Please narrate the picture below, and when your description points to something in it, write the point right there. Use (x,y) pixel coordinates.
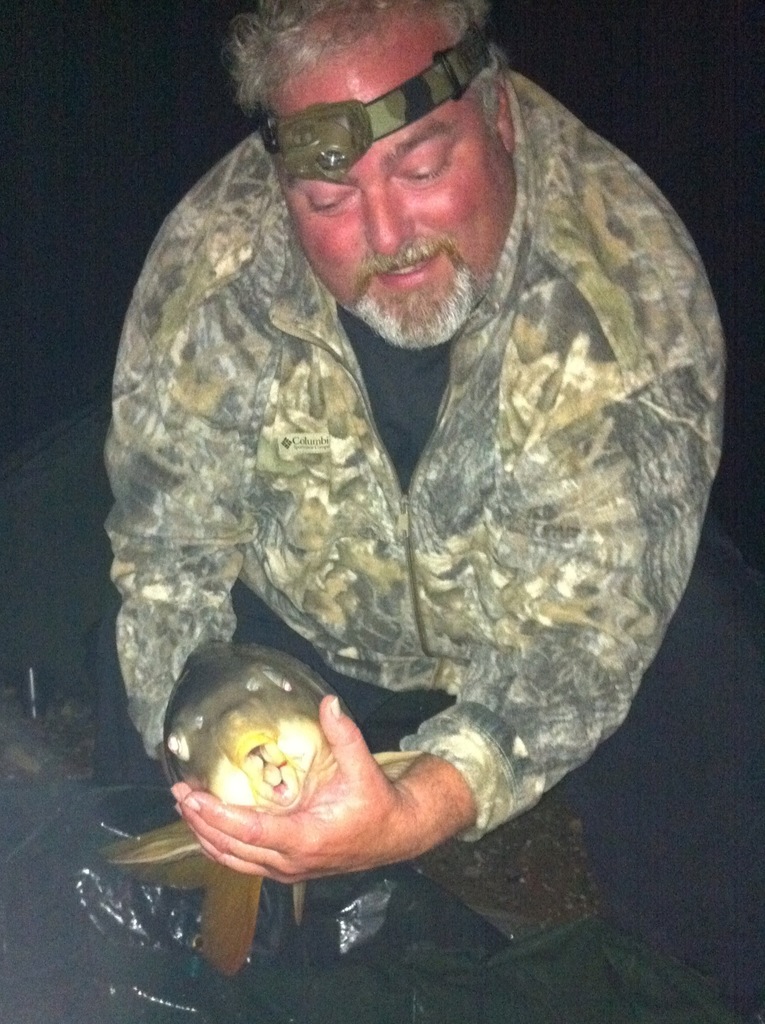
As we can see in the image there is a man (531,480) wearing jacket (357,528) and sitting. The image is little dark.
